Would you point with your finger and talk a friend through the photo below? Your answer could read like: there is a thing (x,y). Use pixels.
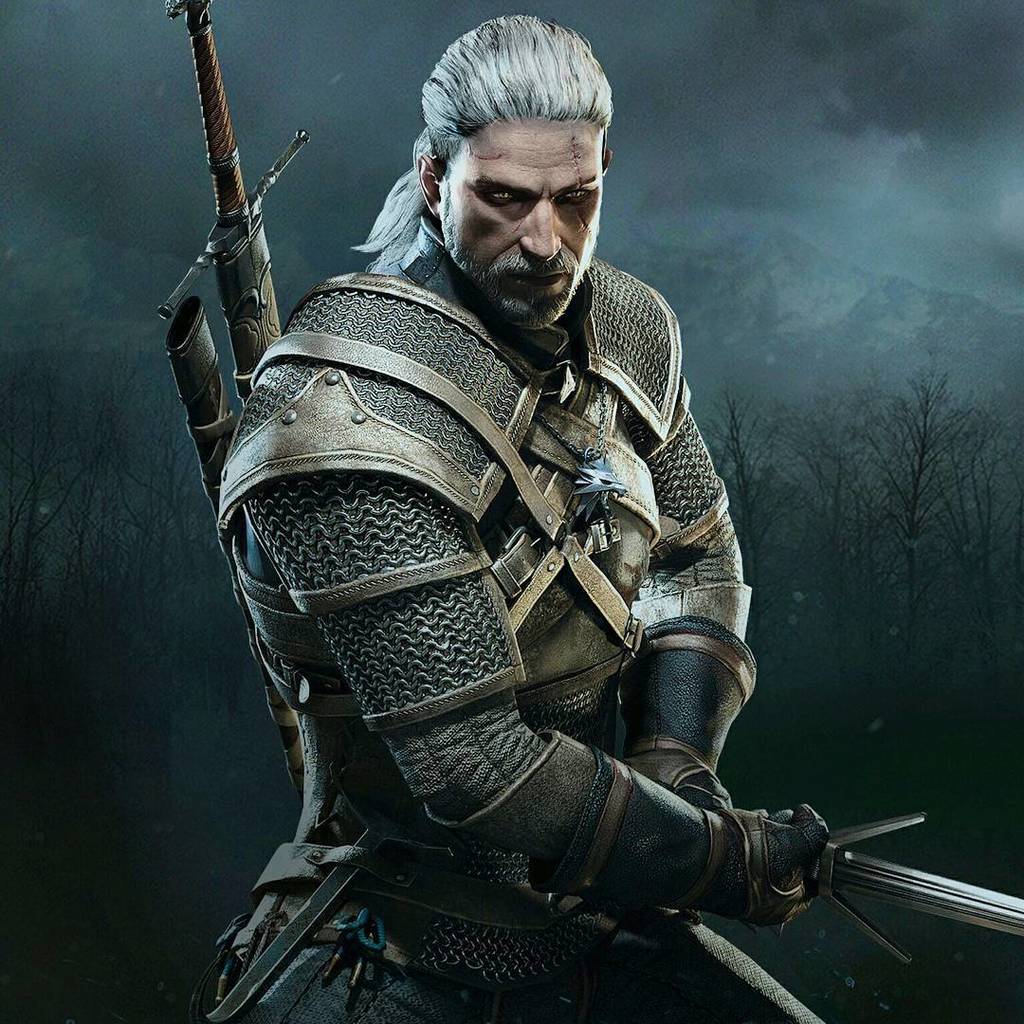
Here in this picture we can see an animation character (455,364) wearing an Armour (475,414) and holding a sword (852,856) and carrying a sword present over there and behind it we can see trees (777,514) and mountains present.
